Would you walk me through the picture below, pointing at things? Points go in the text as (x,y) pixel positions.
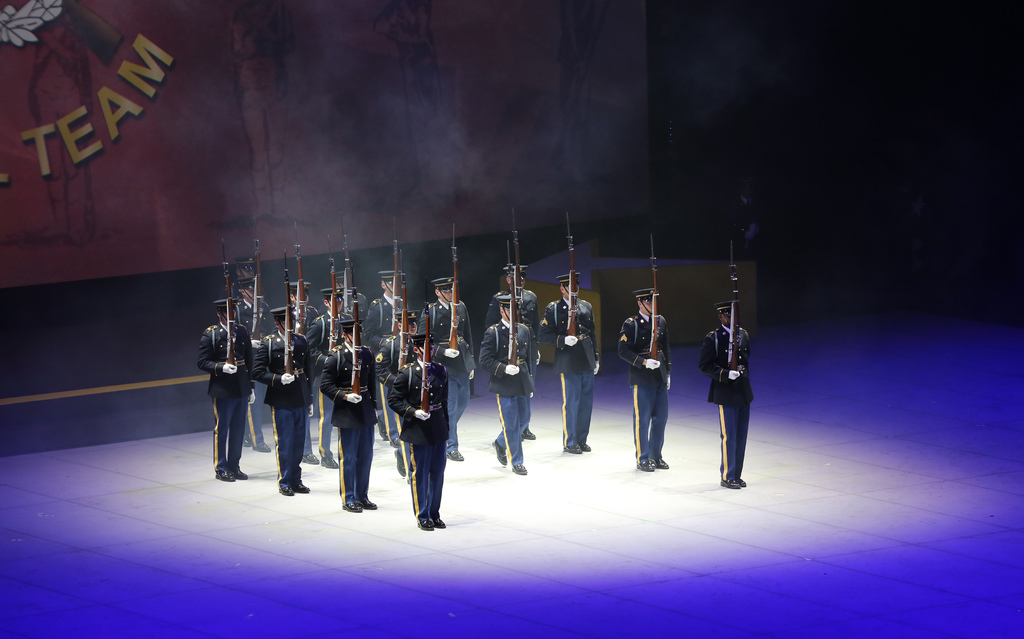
In the center of the image (576,313), we can see people (415,490) holding guns (233,351) and in the background (286,116), there is wall (577,111).
